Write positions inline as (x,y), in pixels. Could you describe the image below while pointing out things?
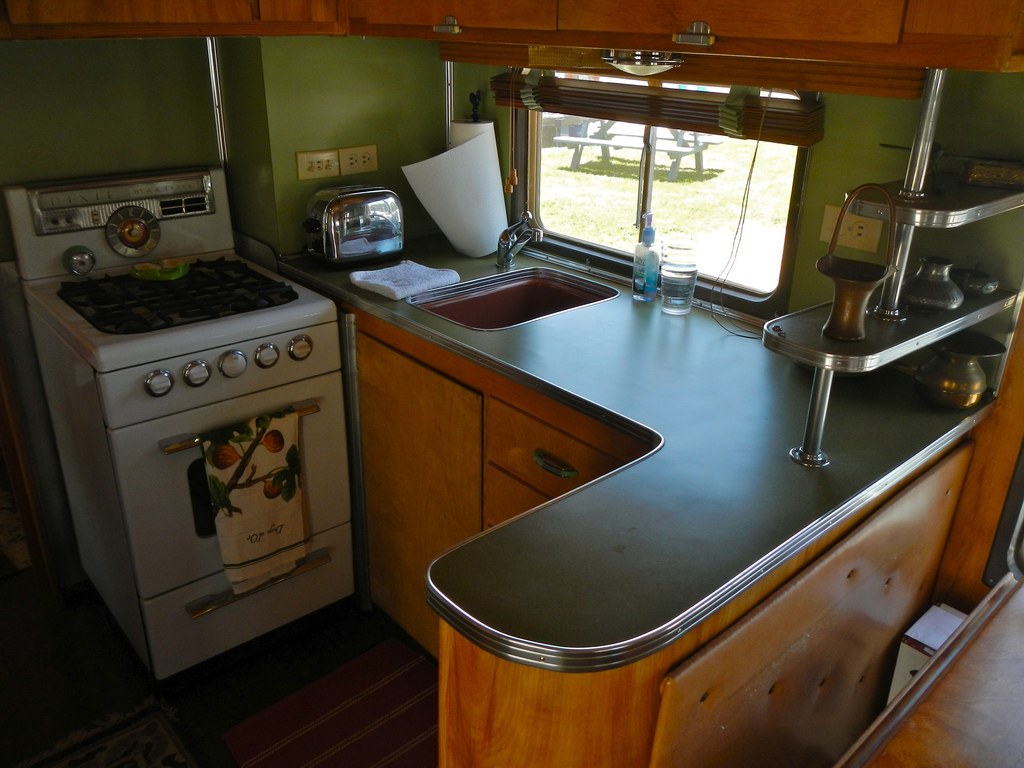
Here we can see a stove (292,357), oven (310,381), cloth (281,445), toaster (356,216), wash basin (509,289), tap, and bottles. There are cupboards (568,472) and this is floor (238,711). Here we can see a window (707,154). From the window (632,207) we can see a bench (695,150) and this is wall (322,113).
